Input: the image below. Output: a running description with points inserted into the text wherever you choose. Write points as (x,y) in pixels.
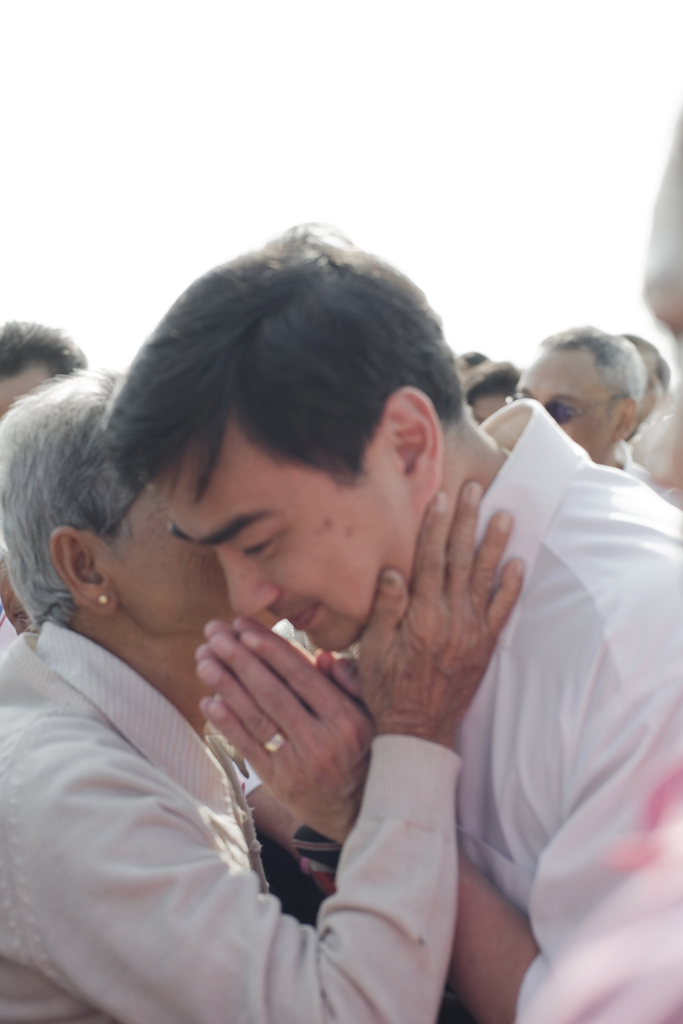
On the left side (96,732), there is a person (60,725) in a cream color shirt (60,816), placing a hand (375,697) on the neck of a person (379,461), who is in a white colored shirt (648,631) and has joined hands (277,697) together. In the background (642,466), there are other persons (30,329) and there are clouds (306,199) in the sky (277,178).
